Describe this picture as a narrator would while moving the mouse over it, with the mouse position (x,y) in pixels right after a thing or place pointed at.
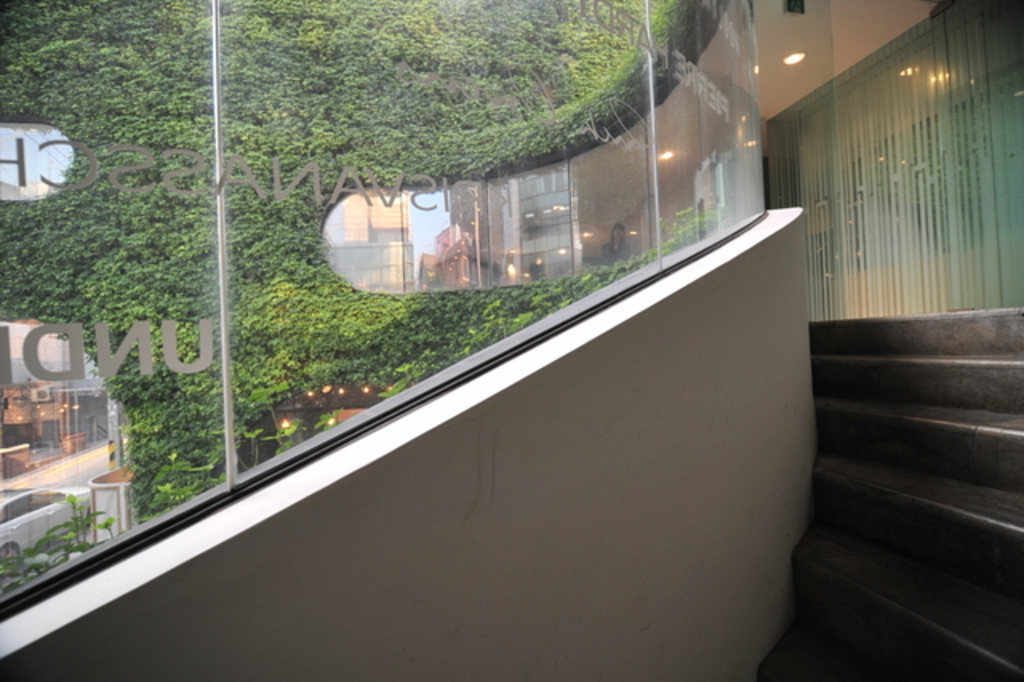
In this image we can see glass walls (640,77). Also there are lights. Through the glass wall (382,125) we can see leaves (182,158). Also there is a car (30,497) on the road (38,470). And there is a building (51,339). On the glass wall (206,199) there is text (299,179).
